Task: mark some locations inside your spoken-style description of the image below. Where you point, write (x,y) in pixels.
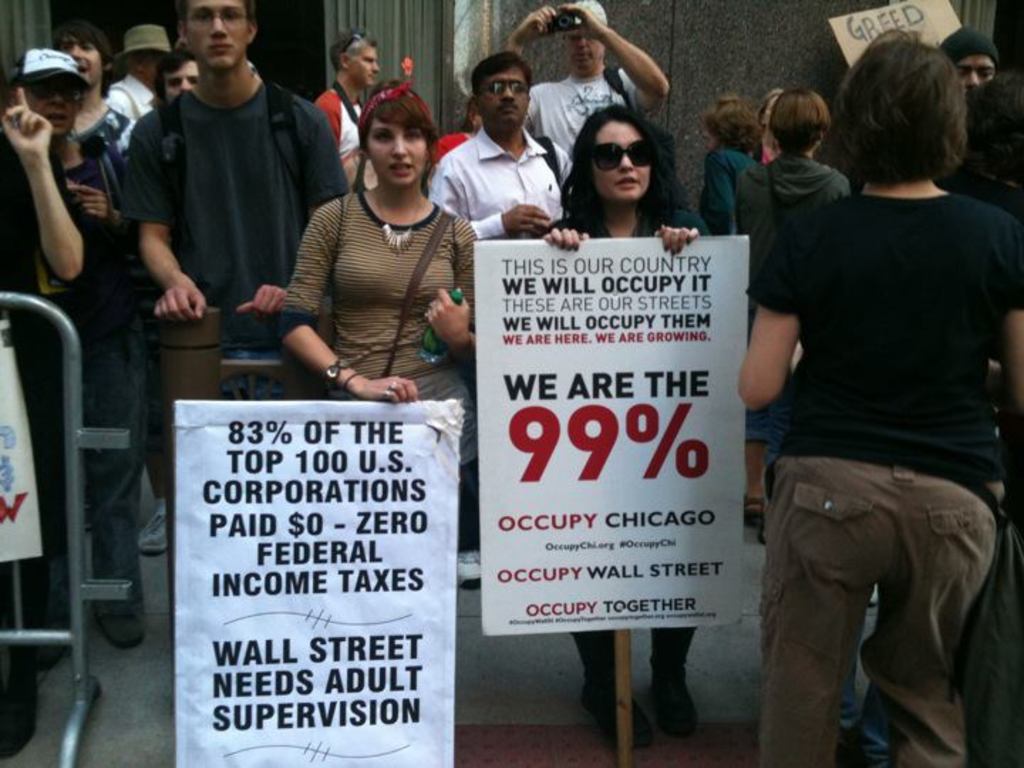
There are people (245,183), this woman (596,186) holding a board (657,623) and this person (393,256) holding a bottle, in front of this person (409,353) we can see a banner (332,446) and we can see rod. In the background (430,20) we can see wall (329,17).
